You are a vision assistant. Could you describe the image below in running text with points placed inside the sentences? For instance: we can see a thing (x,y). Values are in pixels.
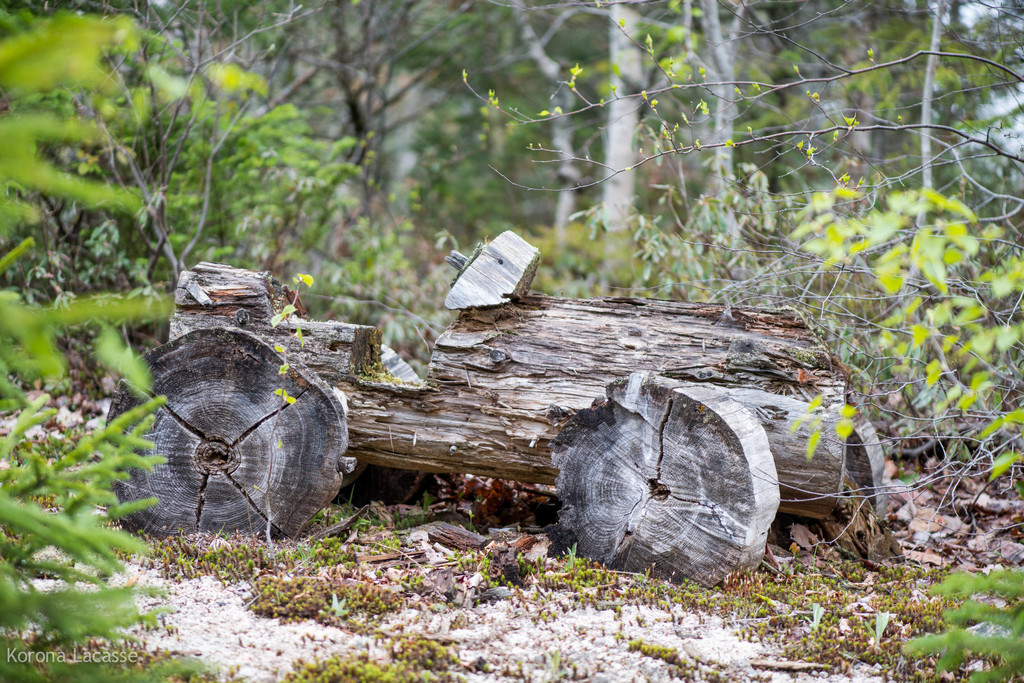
In this image I can see a trunk (604,466) and few green color trees (163,47) around.
